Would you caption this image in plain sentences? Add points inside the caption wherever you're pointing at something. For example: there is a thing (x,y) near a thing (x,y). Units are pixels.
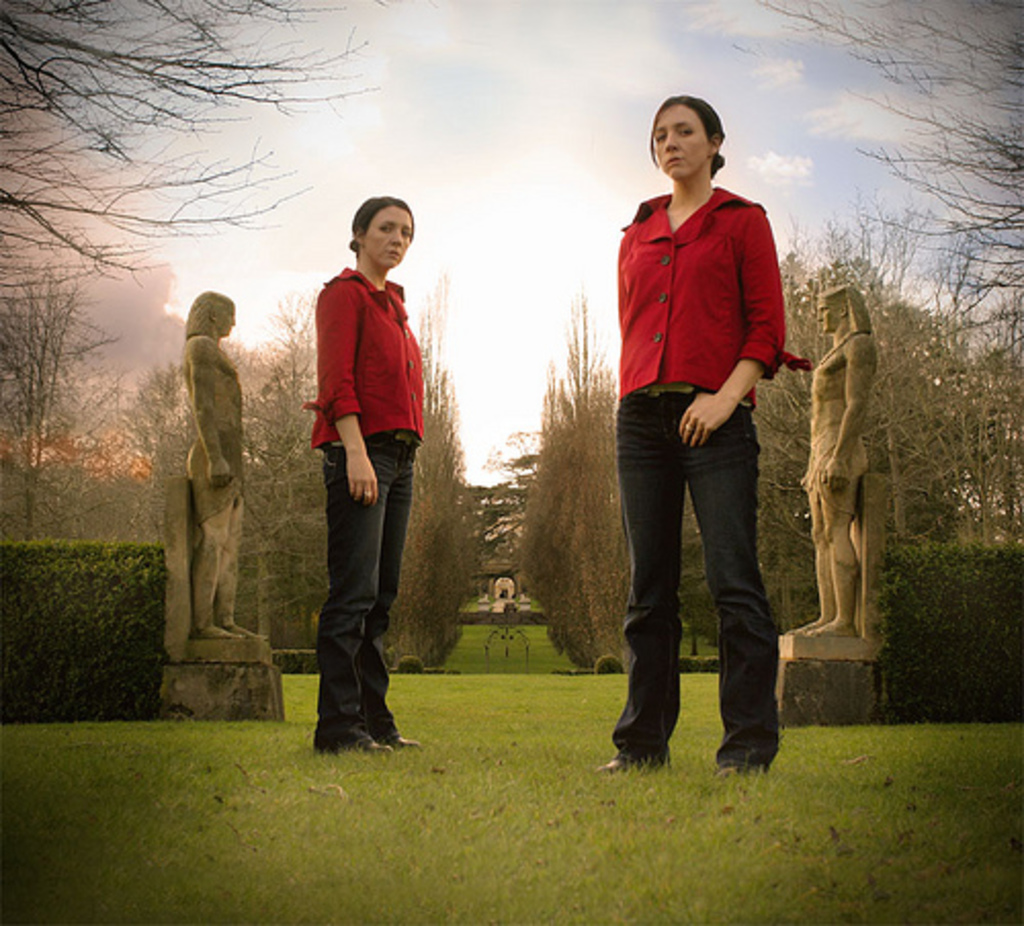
In this image we can see persons (403,516) standing on the ground (558,772) and there are statues (857,474), trees (167,433) and sky (570,224) in the background (570,224).
